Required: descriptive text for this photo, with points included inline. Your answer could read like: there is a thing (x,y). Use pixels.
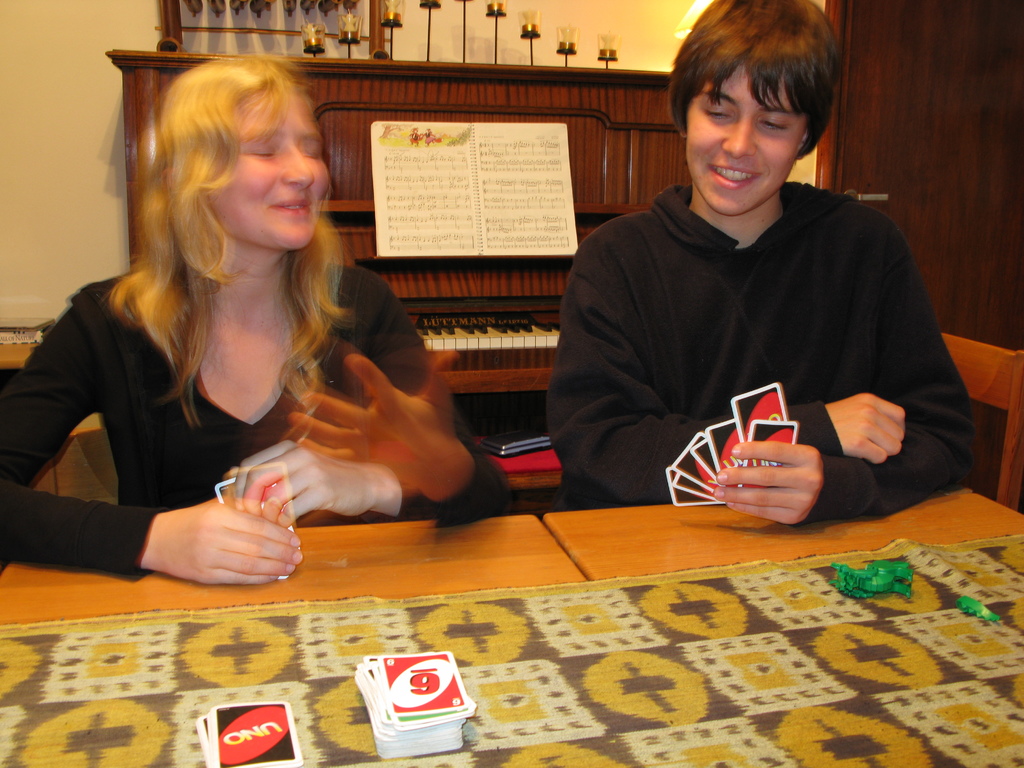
In this picture we can see two persons (637,319) holding cards (742,407) in their hands (869,428) and smiling and in front of them there is table (583,672) and on table (504,695) we can see cards (438,665), toy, cloth (688,572) and in background (556,167) we can see piano (425,89) with musical notes (400,149), wall (584,26).
